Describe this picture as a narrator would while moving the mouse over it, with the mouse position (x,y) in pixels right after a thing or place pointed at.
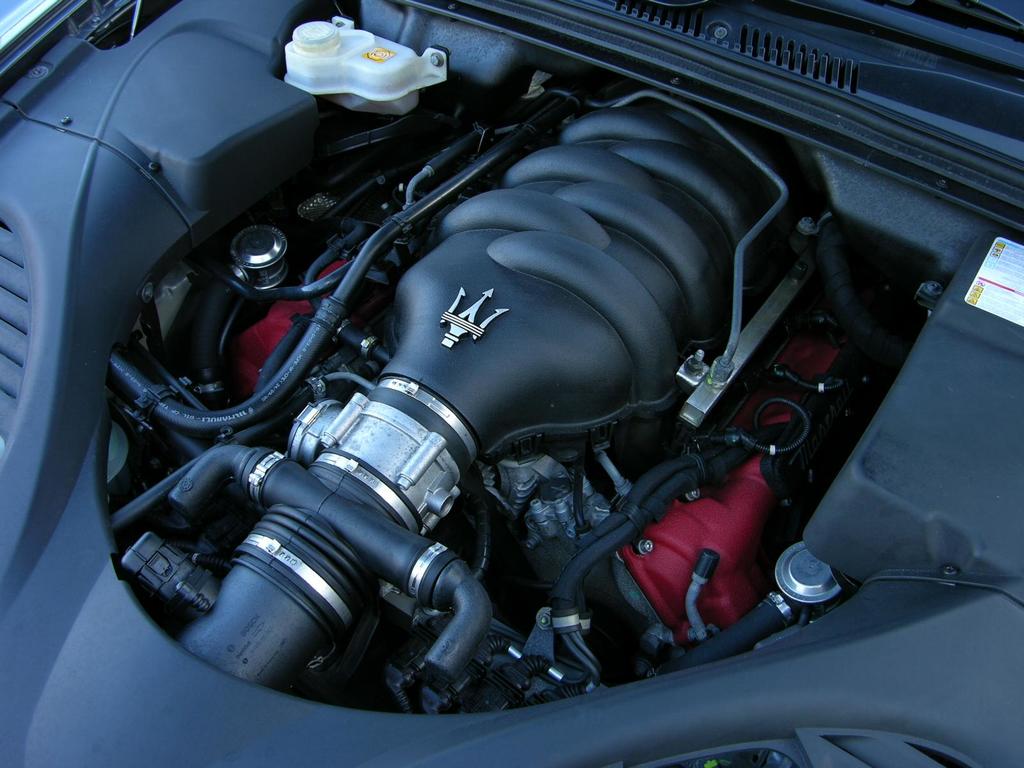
This is zoom-in picture of an engine (575,325) of car (167,166).
